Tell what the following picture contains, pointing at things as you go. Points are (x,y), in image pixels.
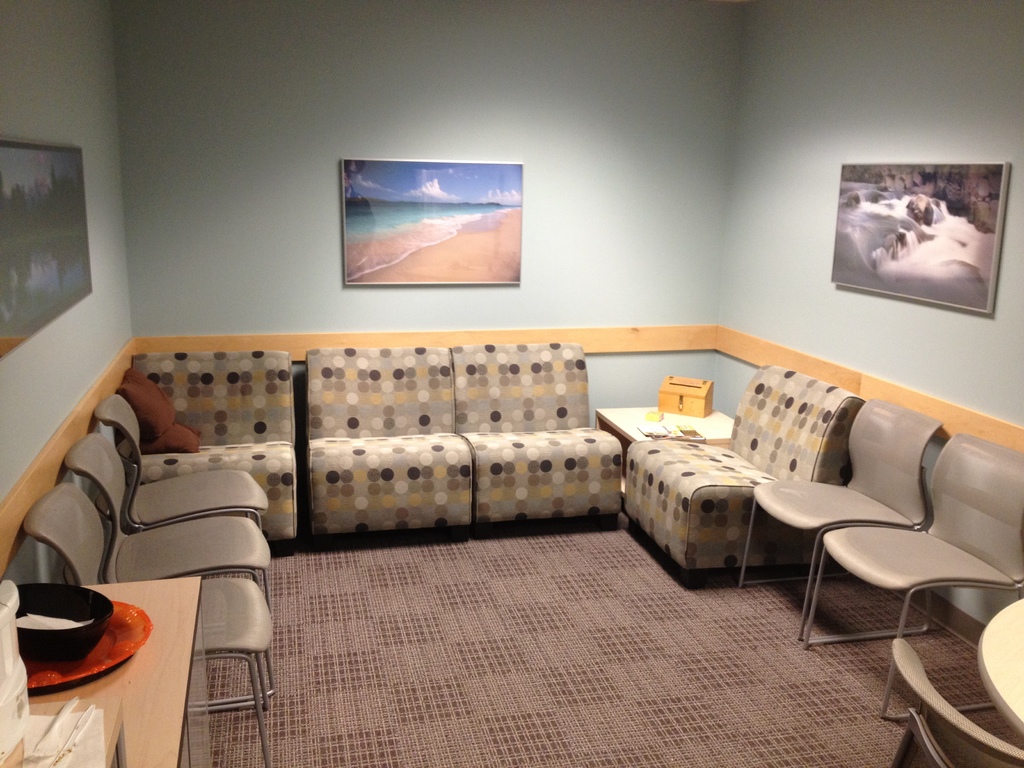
Here we can see the chairs (162,505) on the floor (291,582), and here is the table (128,673) and some objects (87,638) on it, and at back (360,53) here is the wall (349,63) and photo frame (434,180) on it.
